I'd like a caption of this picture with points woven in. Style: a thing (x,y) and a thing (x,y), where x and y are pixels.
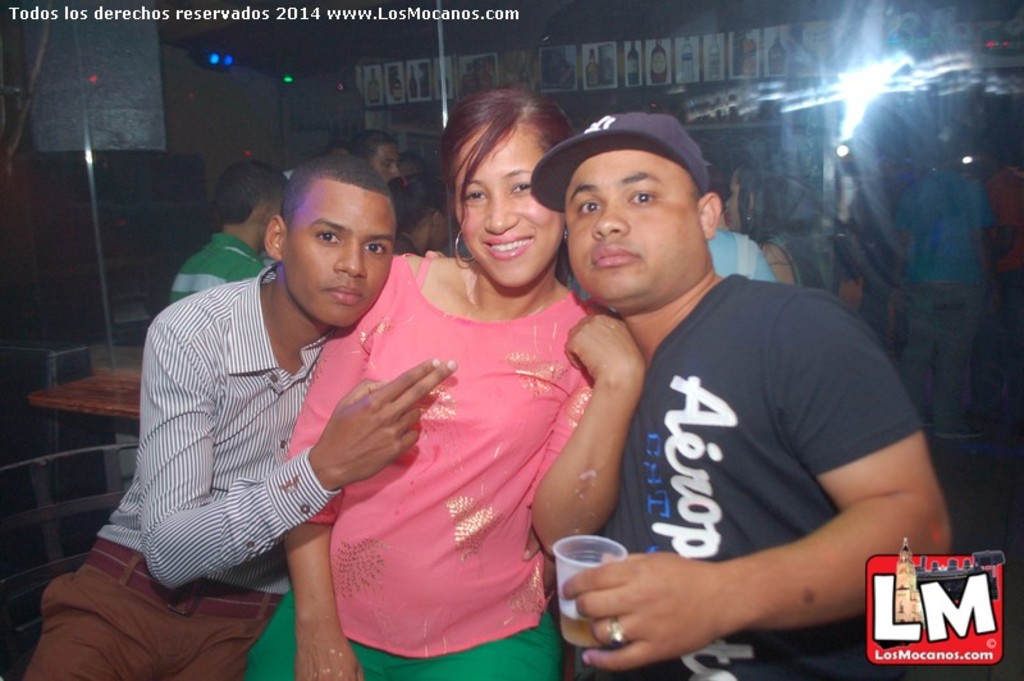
In this picture there is a woman (460,316) who is wearing pink top (444,511) and green trouser (441,674). On the right (775,673) there is a man (686,163) who is wearing black cap (686,163), t-shirt (755,429) and holding plastic cup (562,607). On the left (272,462) there is another man (250,349) who is wearing shirt (174,456) and trouser (199,655), sitting on the bench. In the background (771,244) we can see group of persons (236,169) standing near to the table (119,394). On the top (889,75) we can see banner (816,55) and light (842,102). On the top left corner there is a watermark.
